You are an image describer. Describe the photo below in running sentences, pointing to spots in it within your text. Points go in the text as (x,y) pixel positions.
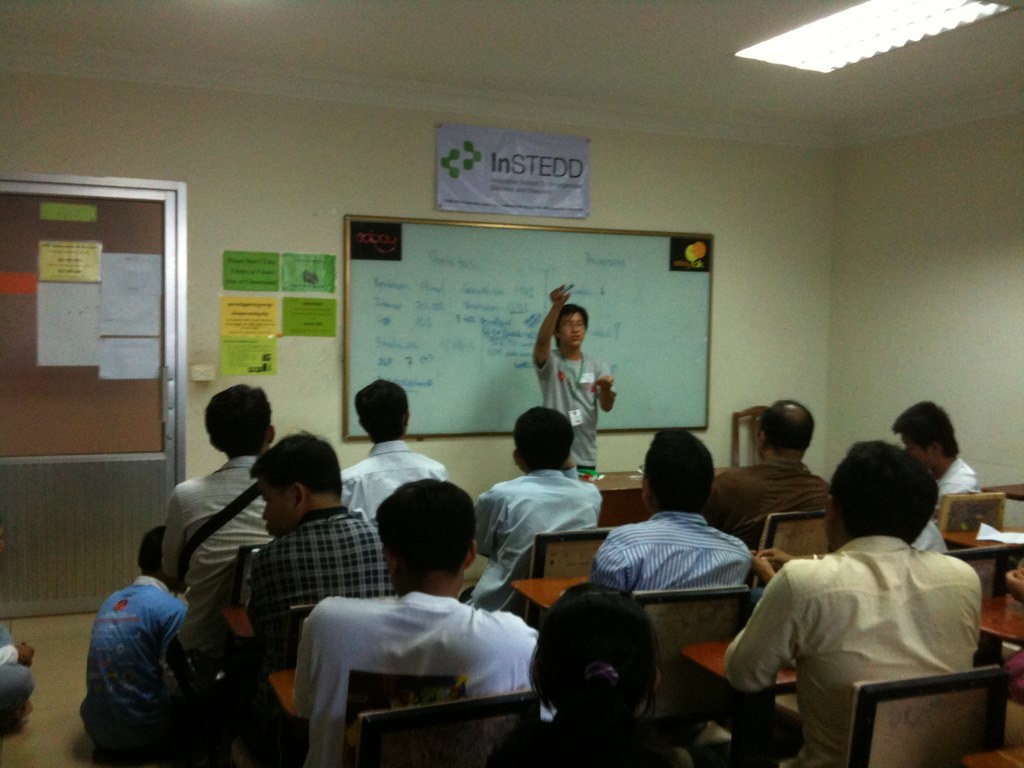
This picture is taken inside the room (606,446). In this image, we can see a group of people (503,558) sitting on the chair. In the middle of the image (556,286), we can see a man (549,369) standing in front of the table (613,490), on the table (610,477), we can see some objects (598,475). In the background (481,366), we can see a white board (613,315) on which some text (606,291) is written on it. On the left side (266,254), we can also see some papers (254,287) which are attached to a wall (376,133). In the background (448,192), we can also see a hoarding (567,181) which is attached to a wall (609,189) with some text (503,166) written on it. On the left side (158,272), we can see a door (126,431), on which some papers (81,305) are attached to a door (99,574). At the top (732,73), we can see a roof (797,99) with few lights (907,18).
